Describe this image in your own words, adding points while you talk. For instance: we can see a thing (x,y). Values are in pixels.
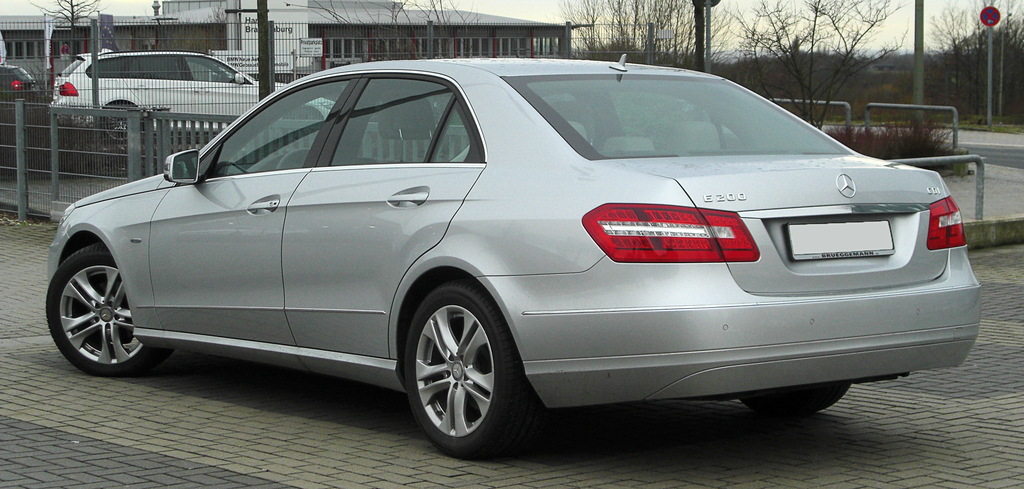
This picture shows a building (374,49) and we see few cars (468,74) parked and we see trees (944,61) and a sign board (990,19) on the sidewalk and we see few poles (17,142).
